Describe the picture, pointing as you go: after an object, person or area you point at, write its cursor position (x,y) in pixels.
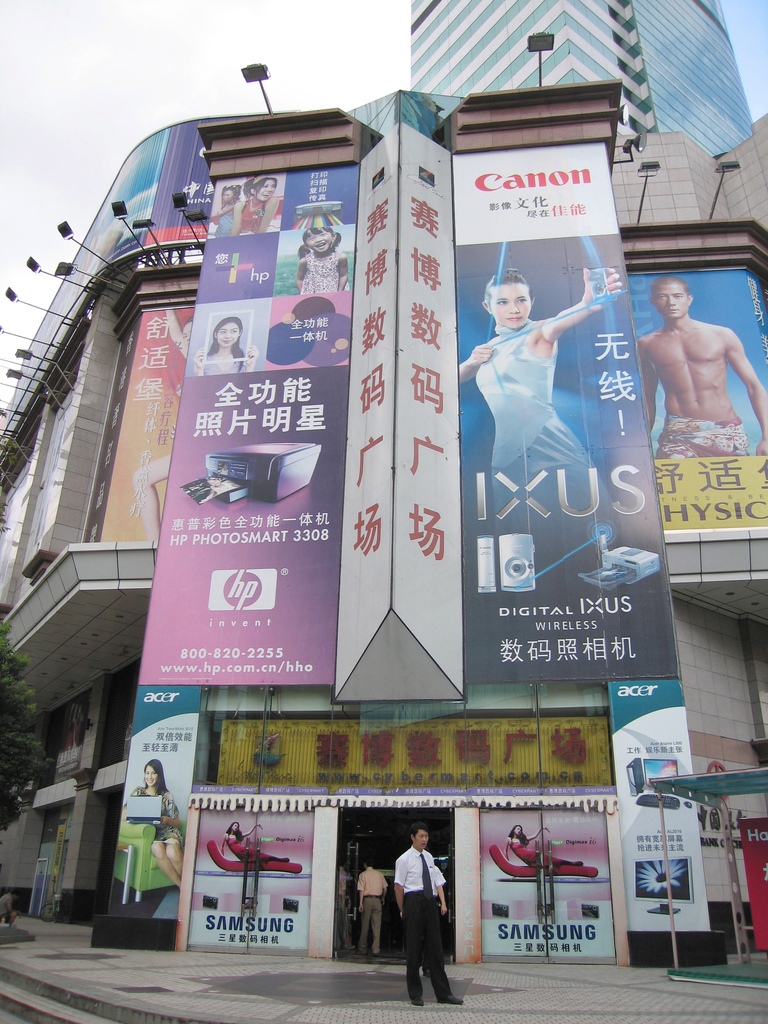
In this there is a building (160,281) in the center of the image (312,383), on which there are posters (474,367) and there are shops (559,750) and men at the bottom side of the image (563,725) and there is another building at the top side of the image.
